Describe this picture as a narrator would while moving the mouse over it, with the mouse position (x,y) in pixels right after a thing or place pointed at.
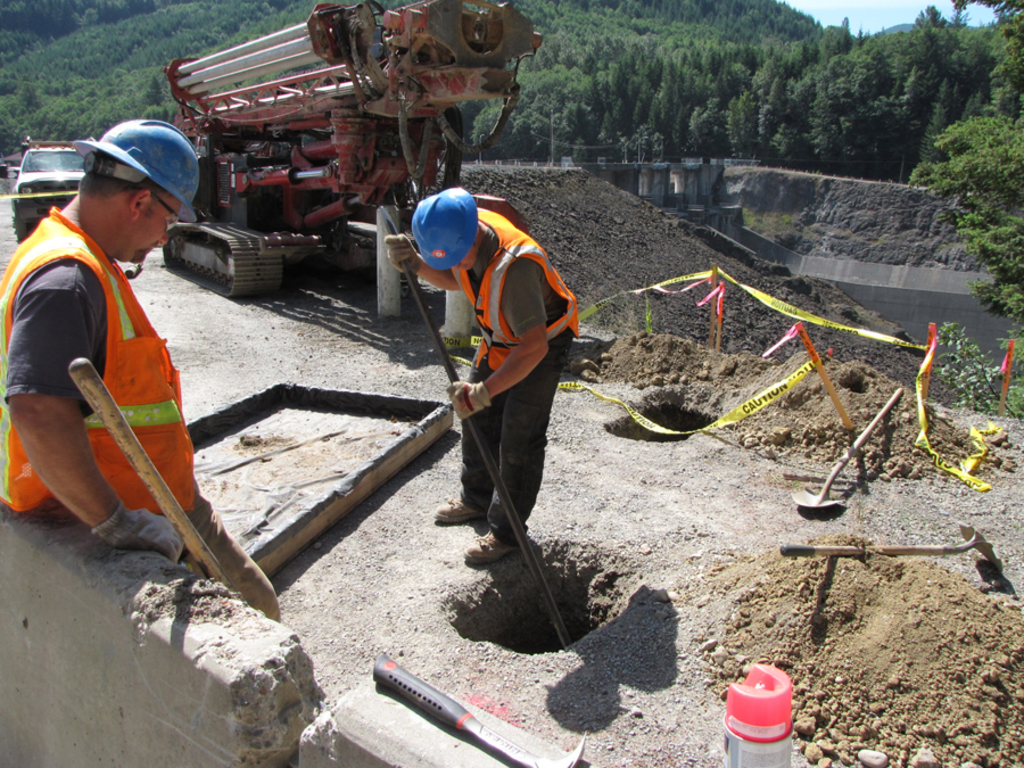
In this picture I can see couple of them standing and I can see a man (433,235) holding a digging instrument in his hand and I can see few instruments (890,552) on the ground (901,430) and a can (736,711) at the bottom of the picture (734,695). I can see few trees (817,149) in the back (410,19), couple of vehicles (257,155) and a clear sky (855,28).
